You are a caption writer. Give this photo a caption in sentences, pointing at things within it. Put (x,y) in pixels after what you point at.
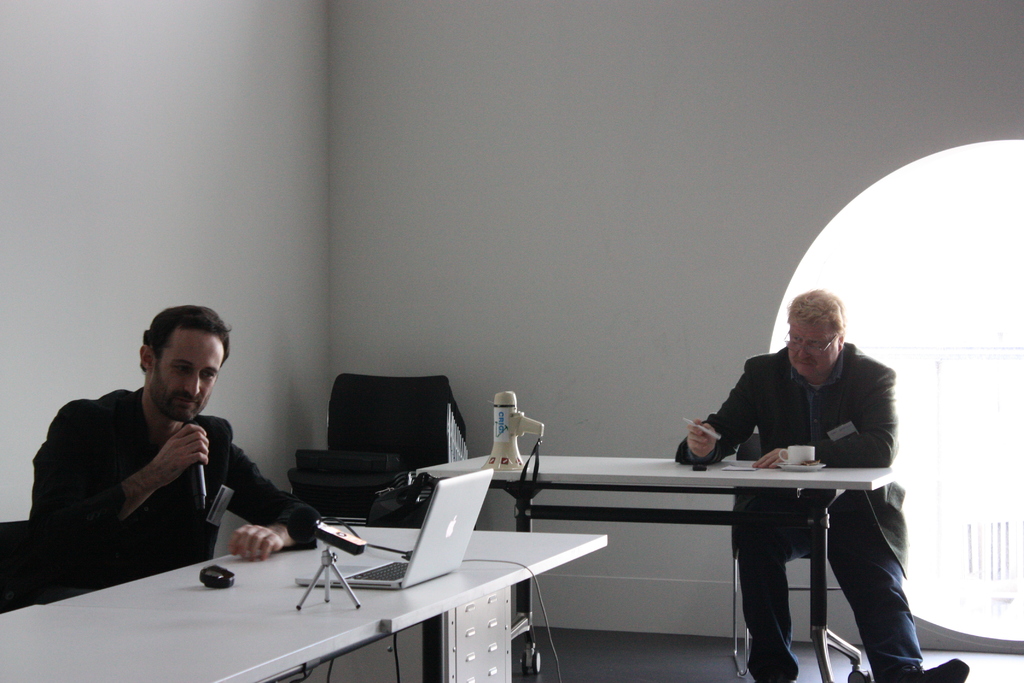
In the image we can see two persons (206,517) were sitting on the chair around the table (498,564). On table (496,564), we can see laptop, megaphone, cup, saucer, pen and paper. And the left side man (206,462) he is holding microphone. In the background (361,217) there is a wall (568,188).
